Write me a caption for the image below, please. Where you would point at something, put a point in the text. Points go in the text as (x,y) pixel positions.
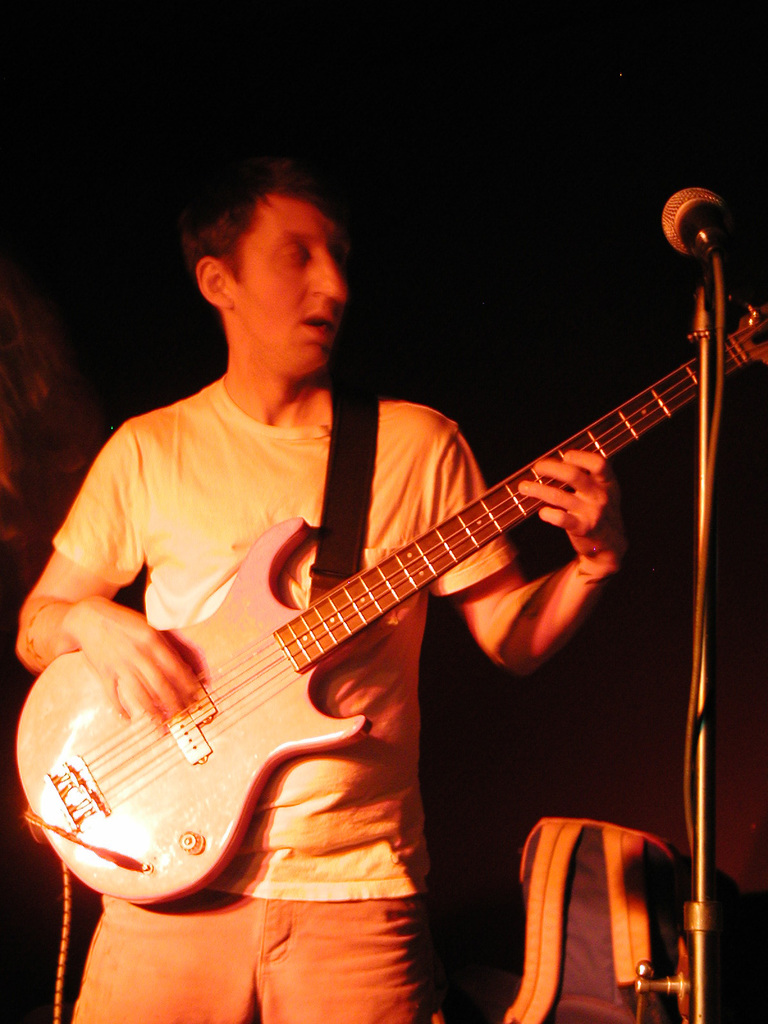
In this image we can see a man (393,522) playing guitar (358,593) in front of the microphone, in the background (557,936) we can see a backpack (581,919).
